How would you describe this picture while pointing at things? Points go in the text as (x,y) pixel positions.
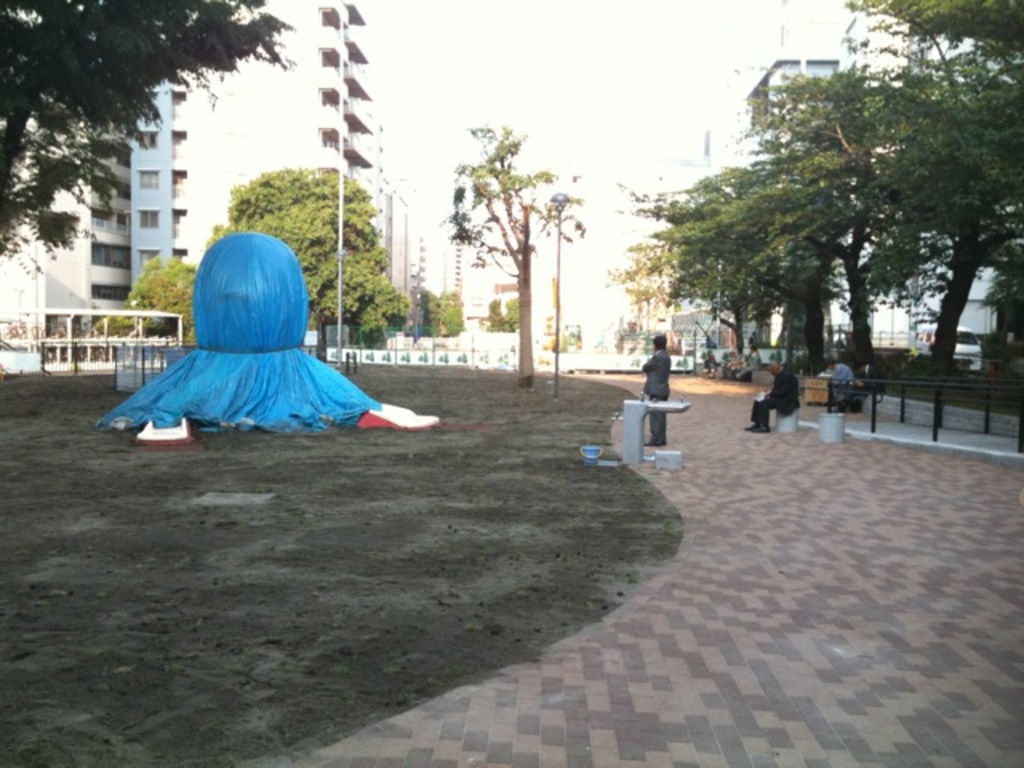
This picture shows few buildings (219,98) and trees (958,260) and we see few people (789,373) seated and a man (658,339) standing and we see bucket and a blue color cover (262,366) and a pole light (558,196).
